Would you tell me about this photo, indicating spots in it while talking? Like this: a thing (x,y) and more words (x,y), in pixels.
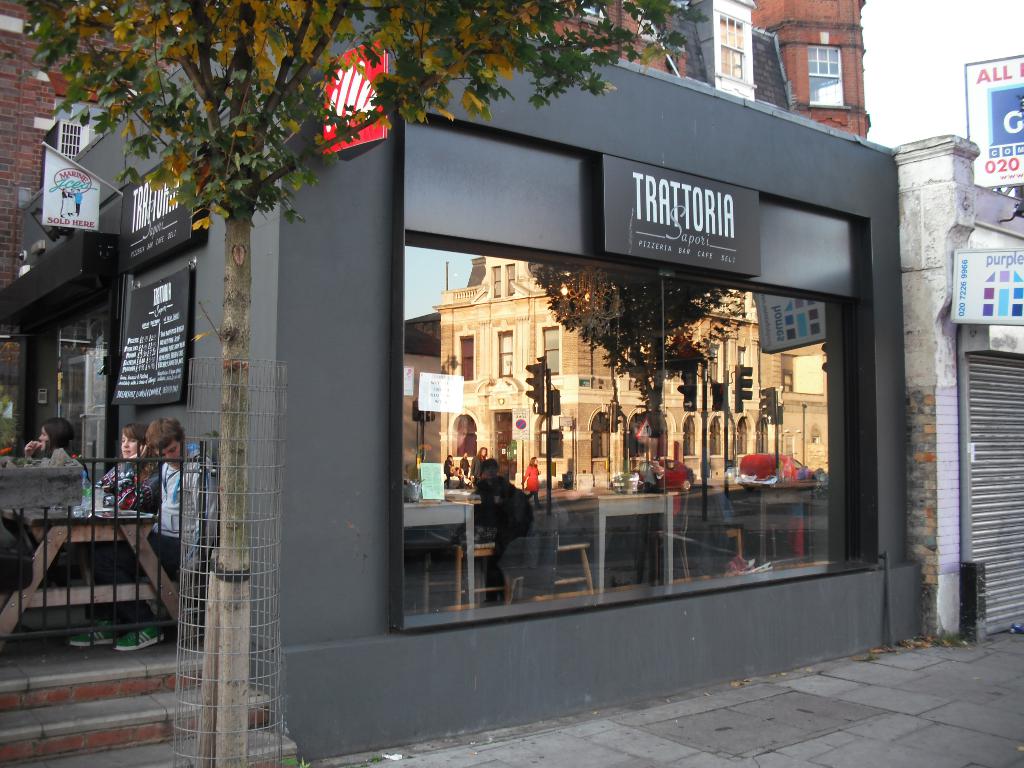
This is glass (679,501). On this glass (524,502) we can see the reflection (524,502) of poles (724,418), traffic signals (622,423), boards (529,417), tree (655,392), tables (437,521), building (554,321), and few persons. There are buildings (598,203), boards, and few persons (120,560). There is a tree (263,77). In the background (898,35) there is sky (923,53).
